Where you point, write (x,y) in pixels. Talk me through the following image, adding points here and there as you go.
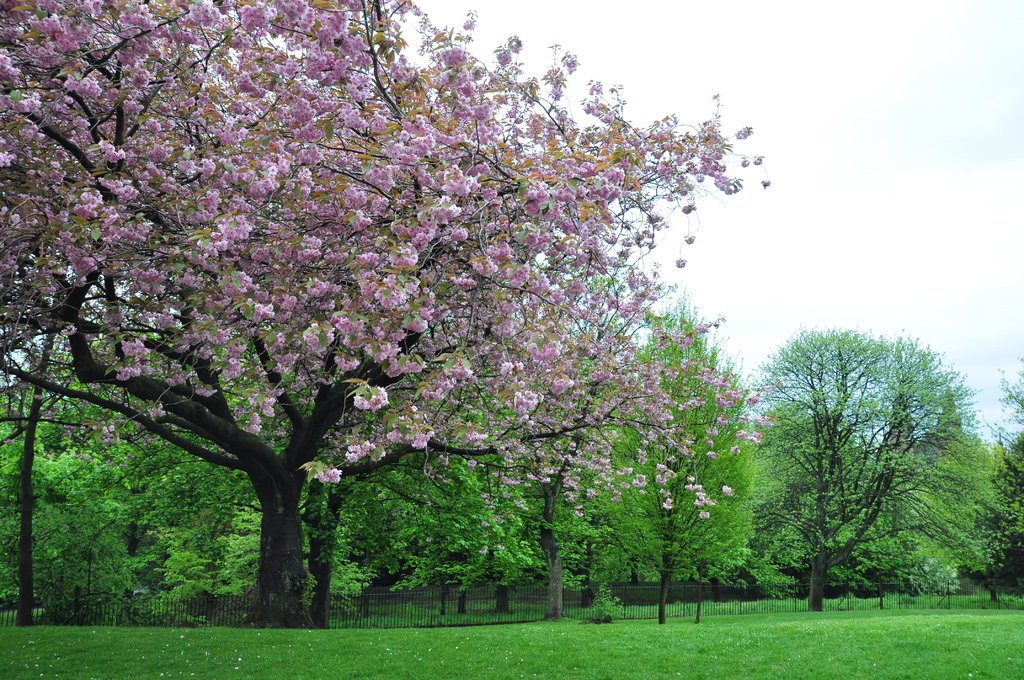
In this image I can see flowers (62,45) in purple color, grass (862,643) and trees (780,471) in green color, a railing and the sky (855,234) is in white color.
